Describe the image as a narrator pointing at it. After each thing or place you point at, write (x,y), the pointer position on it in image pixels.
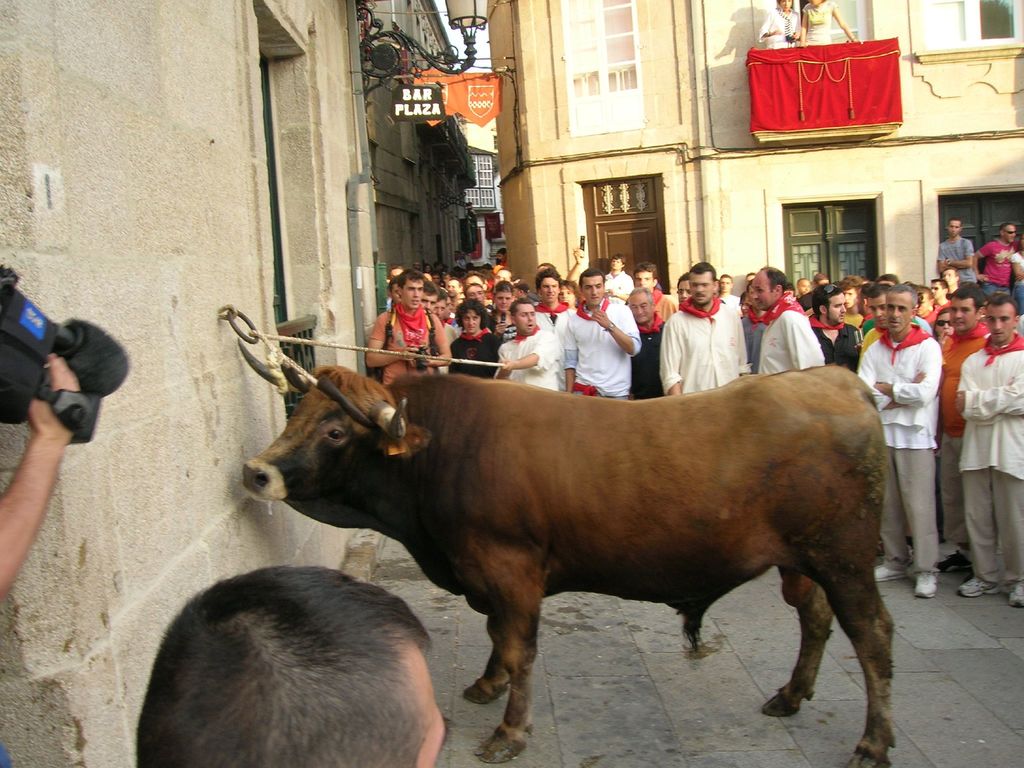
In this image there is bull (251,356) tied to a wall (352,333) and a rope (255,333) is caught by a person (523,359), around the bull (260,480) there are crowd (495,323), behind the crowd (990,389) there are buildings (578,128).
